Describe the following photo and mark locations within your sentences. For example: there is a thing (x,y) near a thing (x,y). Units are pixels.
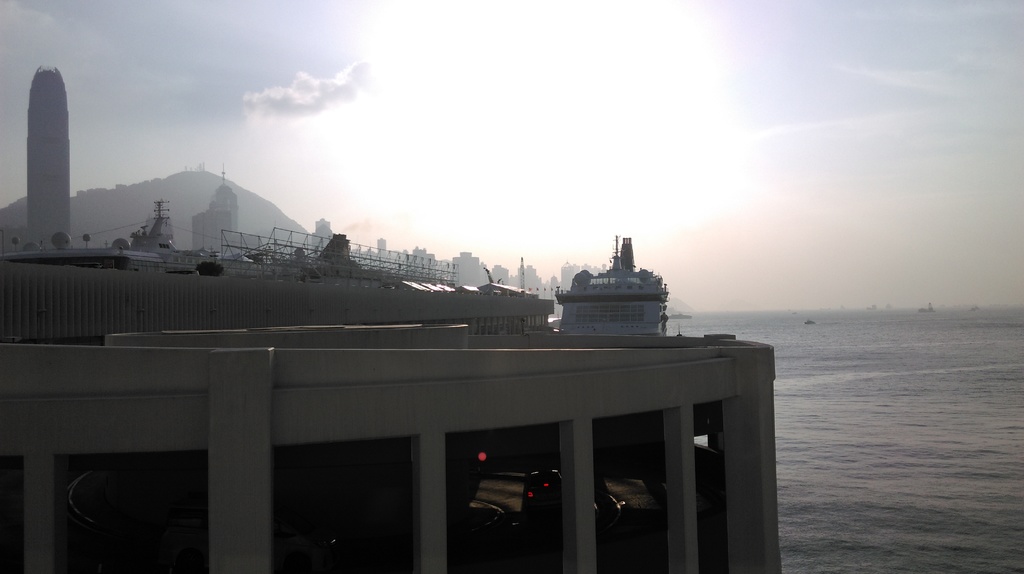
In this picture I can see few buildings (323,228) and few boats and ships (26,246) in the water (872,356) and i can see a hill (205,200) and a cloudy Sky (589,113).
